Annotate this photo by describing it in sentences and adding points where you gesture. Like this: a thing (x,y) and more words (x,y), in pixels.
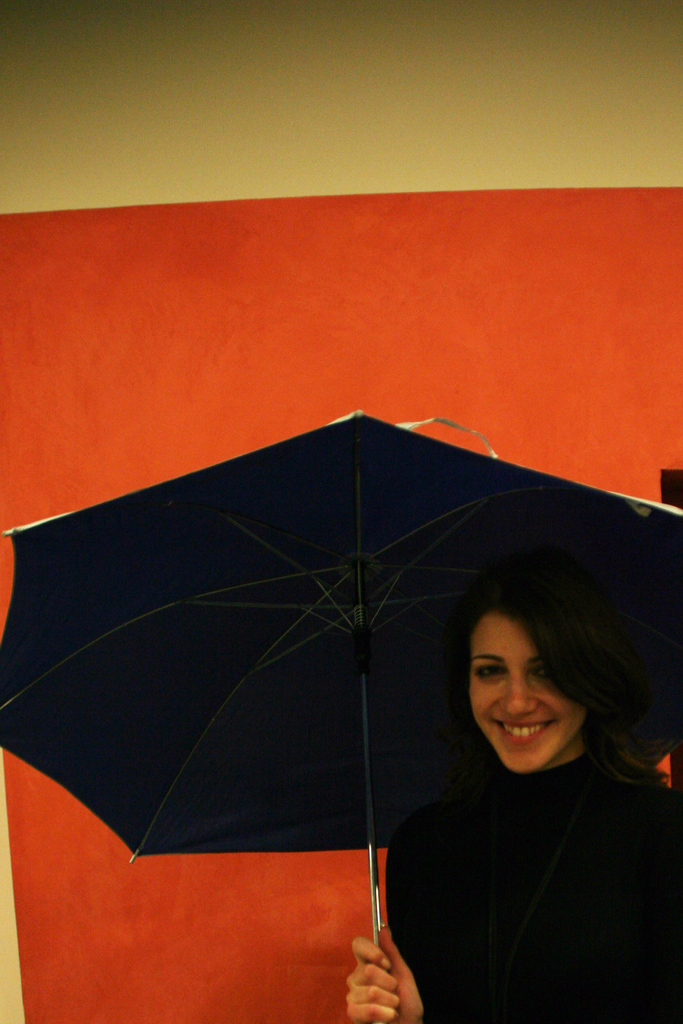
In this picture we can see a woman (510,863) holding an umbrella (327,808) in her hand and smiling. A wall (270,236) is visible in the background (437,214).
